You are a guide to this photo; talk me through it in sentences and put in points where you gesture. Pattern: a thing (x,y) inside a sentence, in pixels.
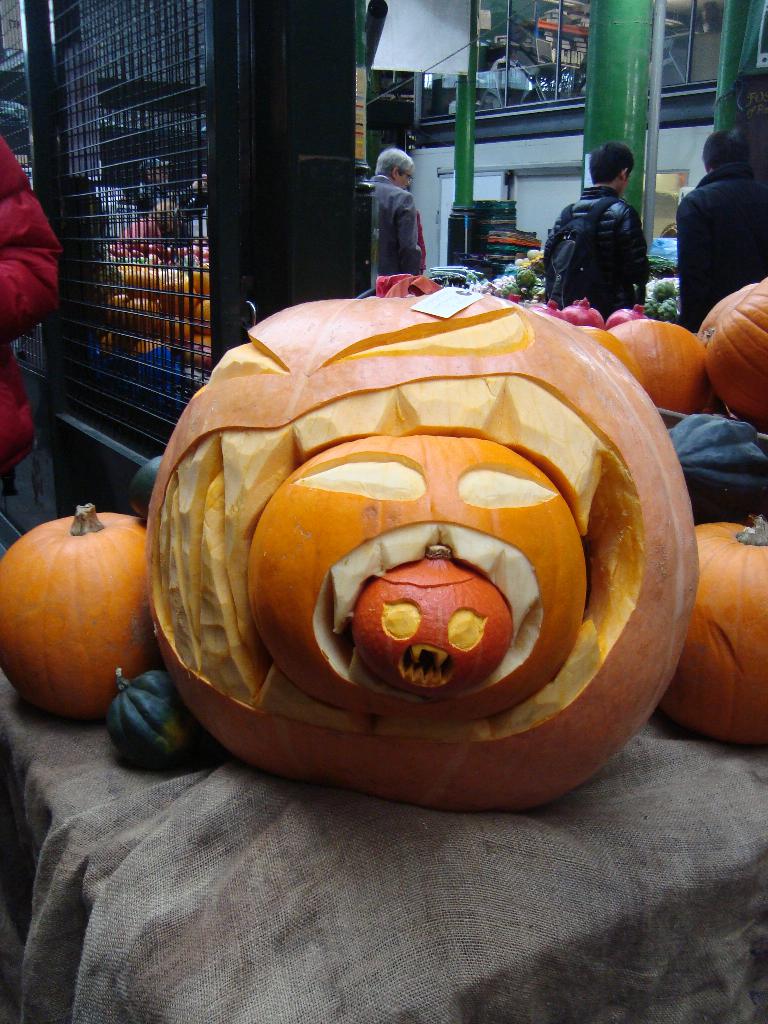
In the center of the image (283,412) we can see some pumpkins (449,452) placed on the cloth (392,804). In the background (701,209) we can see some persons (606,257) standing in front of the vegetables (529,288).
